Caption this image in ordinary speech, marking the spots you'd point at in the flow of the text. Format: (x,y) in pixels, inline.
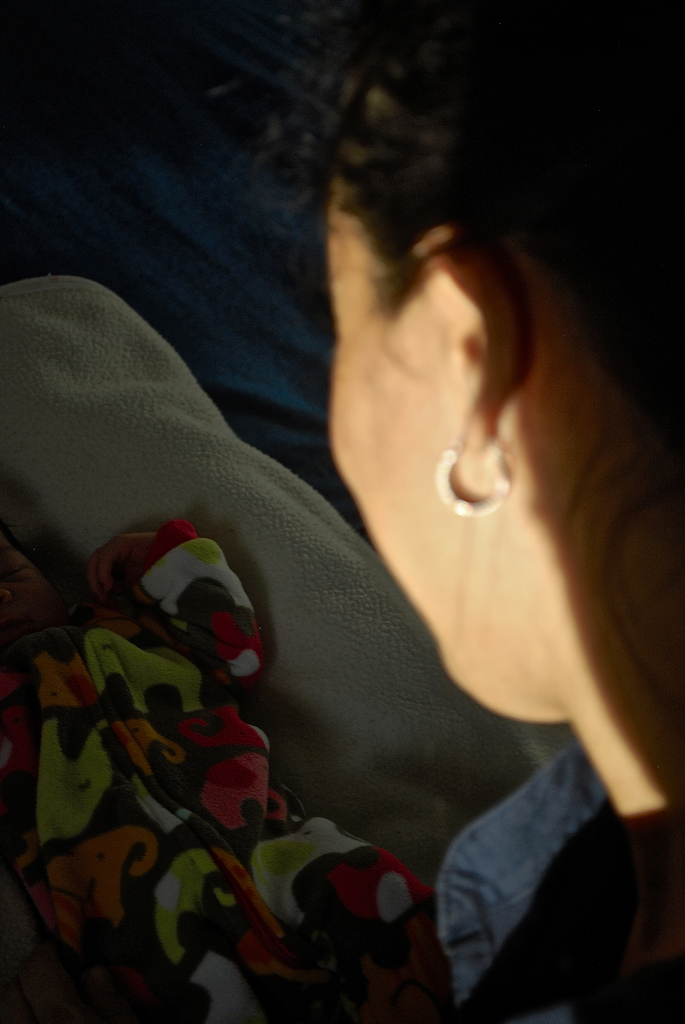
In this picture we can see a woman (396,523) wearing an earring (469,509) on the right side (602,525). There is a baby (65,769) visible on a white towel (65,434).
